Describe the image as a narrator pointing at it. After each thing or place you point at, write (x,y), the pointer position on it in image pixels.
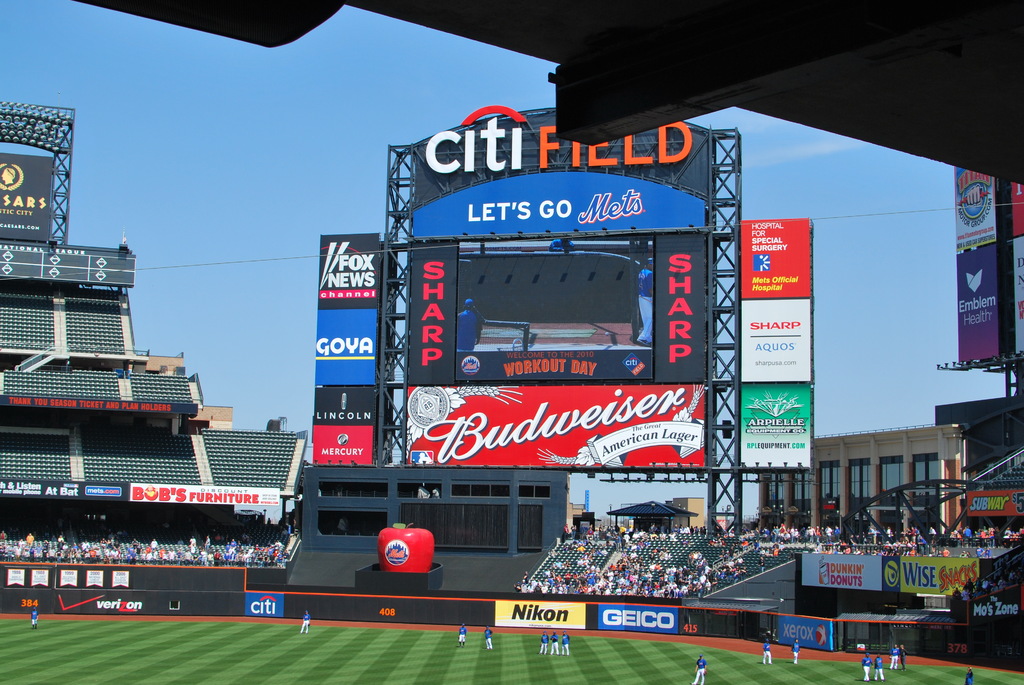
At the bottom of the picture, we see the people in the blue T-shirt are standing. Behind them, we see the boards (192,601) in blue, black and yellow color with some text (564,612) written on it. Behind that, we see the people (642,584) are sitting on the chairs (689,590). On the right side (966,560), we see the boards (874,562) in yellow, white, black and red color with some text (949,570) written on it. We see a hoarding board (960,323). There are buildings (849,500) on the right side (902,521). In the middle of the picture (366,298), we see a hoarding board (652,361). On the left side (209,557), we see the people (122,544) are sitting on the chairs (87,554). Behind them, we see a hoarding board (38,178) in black color. In the middle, we see an object (430,533) in the shape of apple and it is in red color. At the top (238,123), we see the sky (280,121) and the roof (621,45) of the building (593,110). This picture might be clicked in the stadium (263,532).
